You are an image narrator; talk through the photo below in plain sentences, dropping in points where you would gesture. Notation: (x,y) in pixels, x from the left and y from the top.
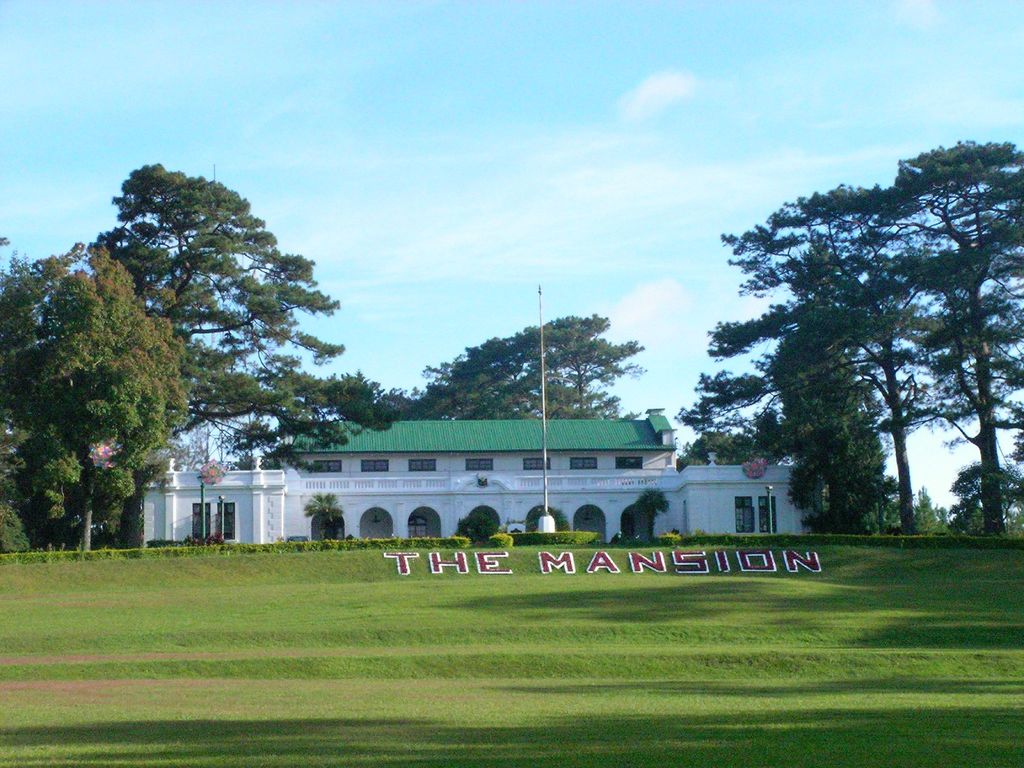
There is grass (943,579), pole (540,314), building (172,513) and trees (627,367).
